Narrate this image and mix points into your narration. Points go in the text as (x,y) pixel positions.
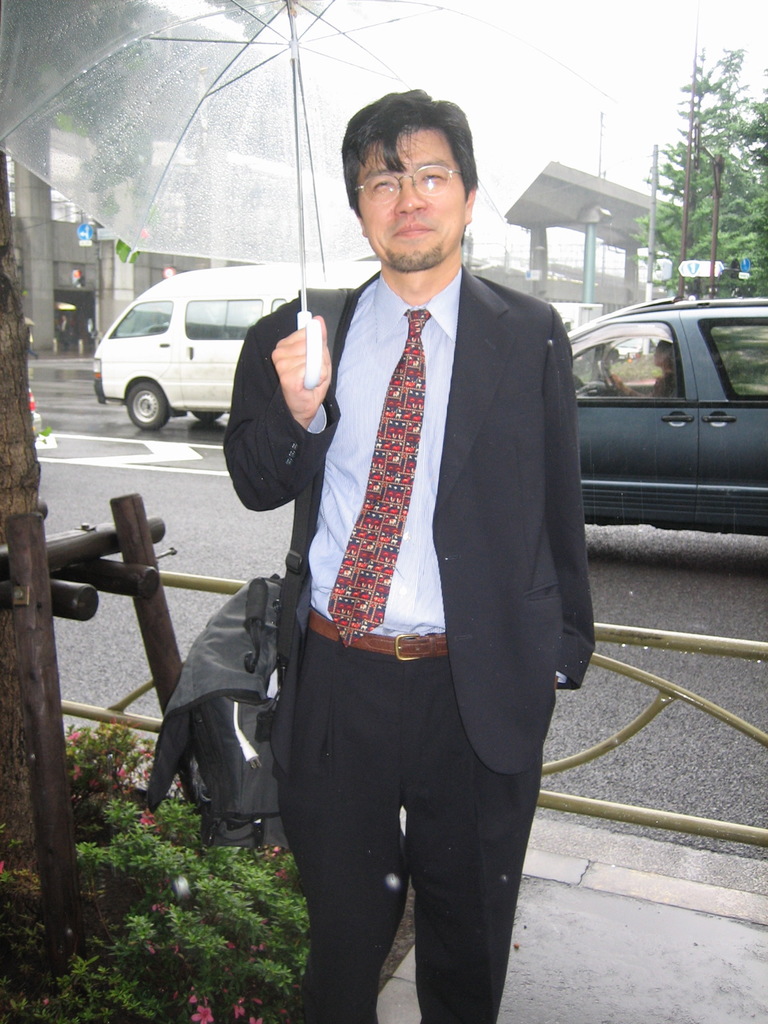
In this image we can see a person (346,546) standing and holding an umbrella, behind him we can see the vehicles (236,342) on the road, there are some poles (695,133), plants (137,907), pillars (50,238), trees (658,206) and a bridge (630,226), also we can see the sky (643,114).
